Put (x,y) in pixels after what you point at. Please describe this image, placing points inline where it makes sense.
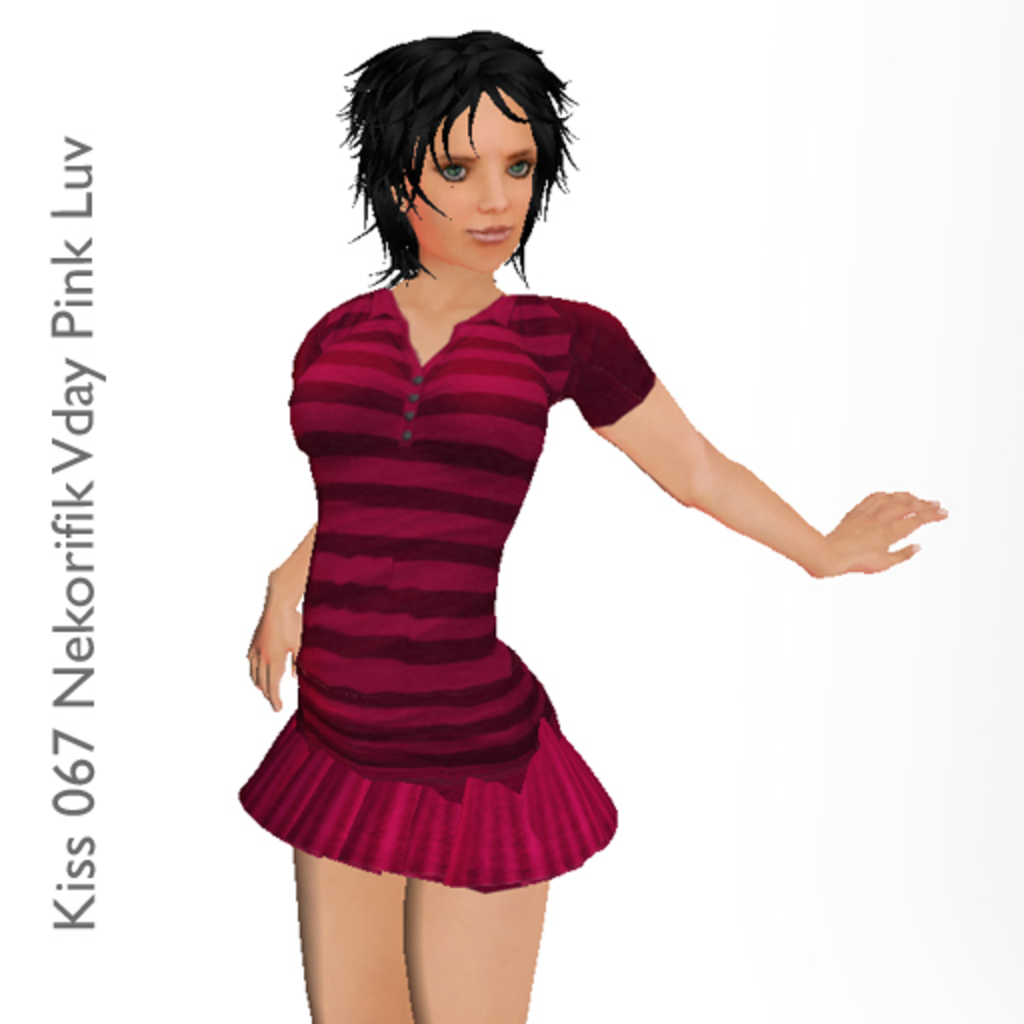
This is the anime image of a girl (489,506) in pink dress (425,708) with a text (76,517) on the left side (60,913).
